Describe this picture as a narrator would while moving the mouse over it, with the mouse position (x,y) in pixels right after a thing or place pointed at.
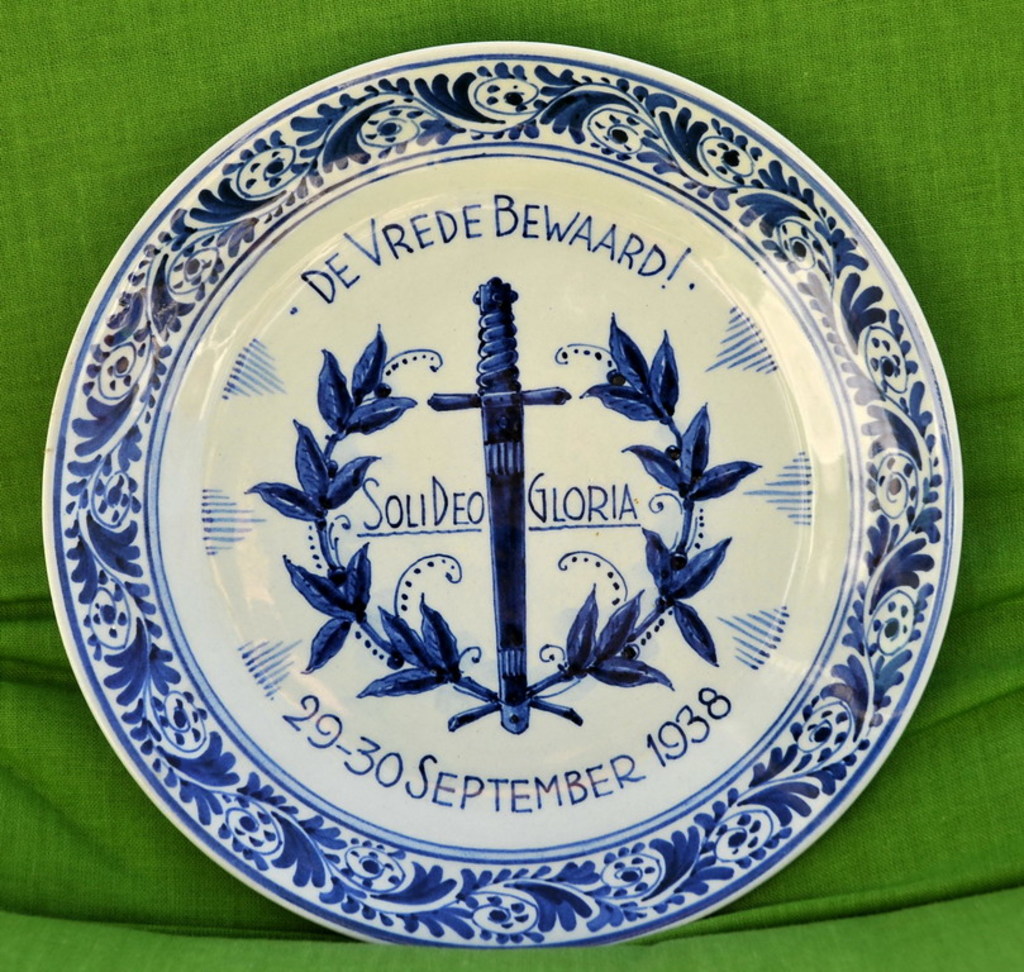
This image consists of a plate (515,507). On which we can see a design (493,601) and text (548,524). In the background (144,34), there is a cloth (33,549) in green color.
